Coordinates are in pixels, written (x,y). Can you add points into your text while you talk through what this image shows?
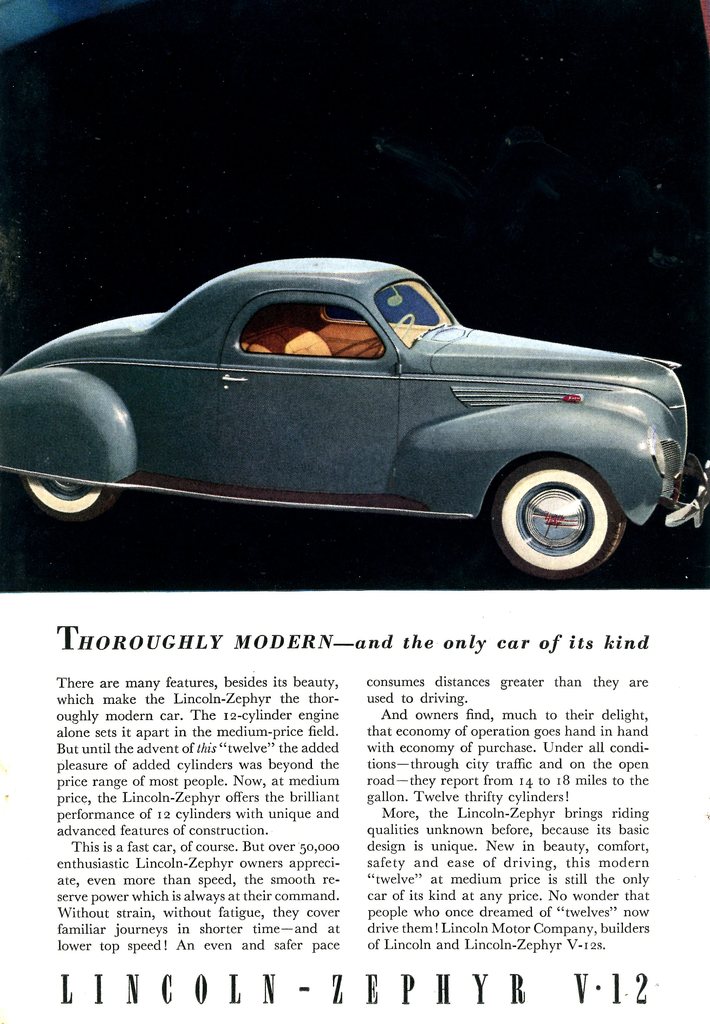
As we can see in the image there is a paper (386,330). On paper (292,1014) there is some matter (444,761) written and a grey color car (316,423).
